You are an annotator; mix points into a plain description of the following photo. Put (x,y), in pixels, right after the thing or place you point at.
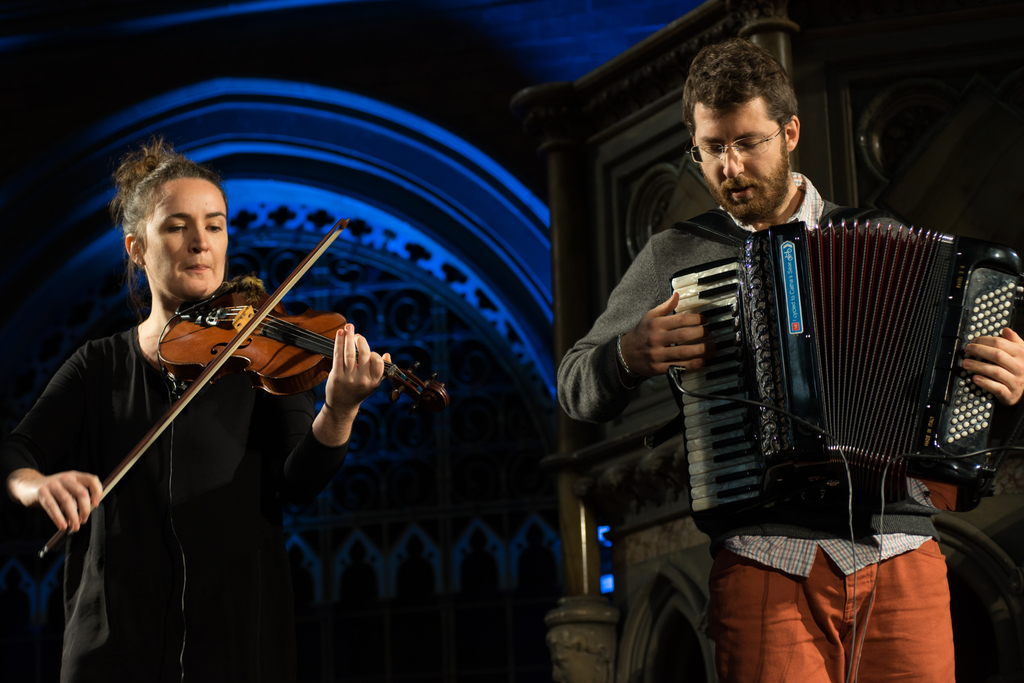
In this image i can see a man (702,317) holding a musical instrument (894,375) in his hand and to the left of the image (178,457) i can see a woman (228,440) holding a violin (212,304) in her hand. In the background (334,308) i can see a building (372,145).
